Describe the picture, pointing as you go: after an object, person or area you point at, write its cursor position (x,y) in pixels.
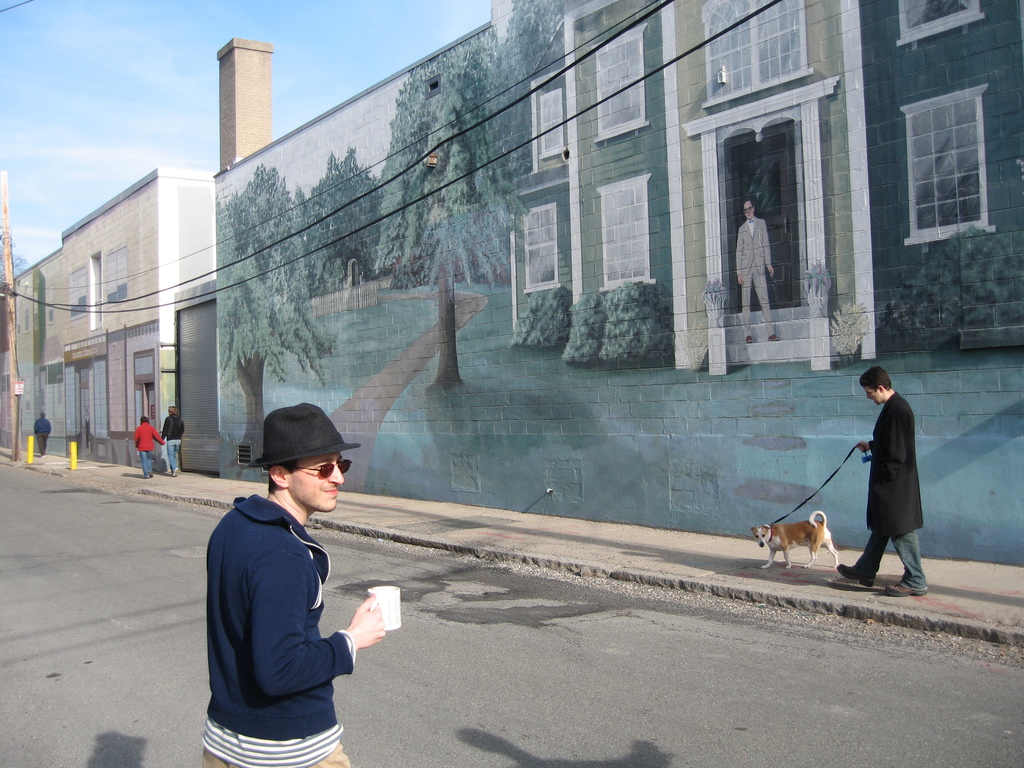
In this picture we can see man (299,588) holding cup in his hand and standing on road (506,670) and aside to this road (512,578) we have some persons (896,531) walking on foot path (692,542) along with the dog (765,531) and in the background (306,213) we can see wall (487,232) with paintings (437,208), wires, sky (97,105) with clouds (67,132), pole (12,340).
